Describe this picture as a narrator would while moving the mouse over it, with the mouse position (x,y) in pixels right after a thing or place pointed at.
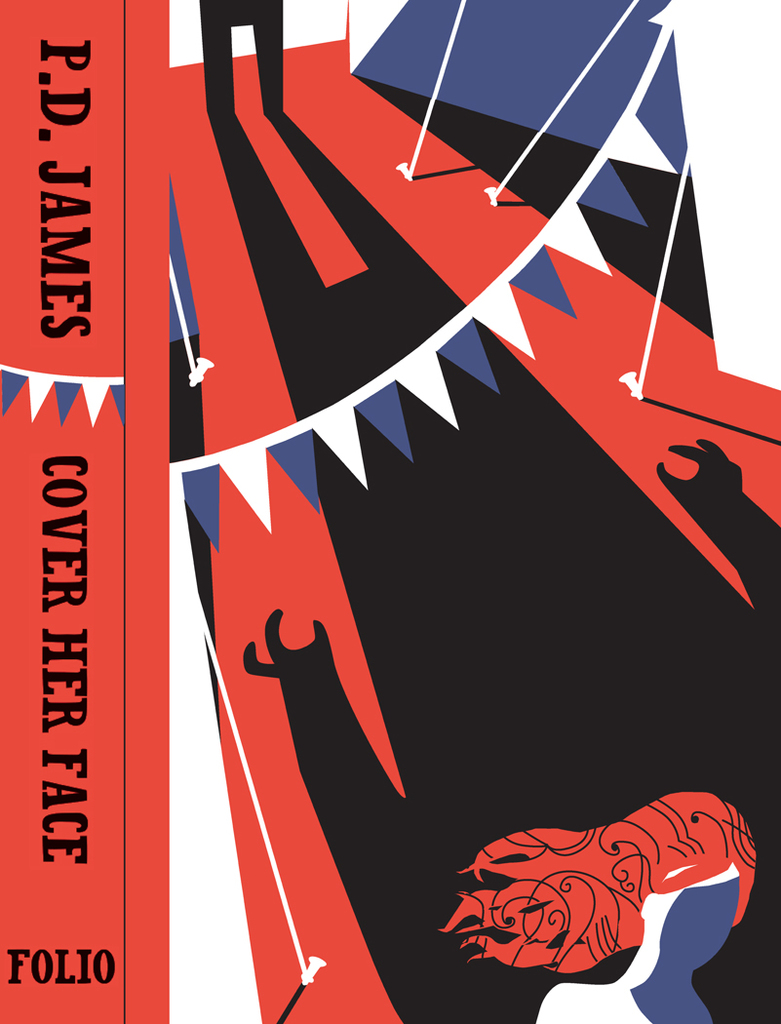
In this image it looks like a poster (457,571) where we can see there is a shadow (459,513) in the middle (468,509). On the left side (87,95) there is some text (46,602). Above the shadow (356,503) there are flags (591,201). It seems like, it is the shadow (550,697) of a monster (515,821).
